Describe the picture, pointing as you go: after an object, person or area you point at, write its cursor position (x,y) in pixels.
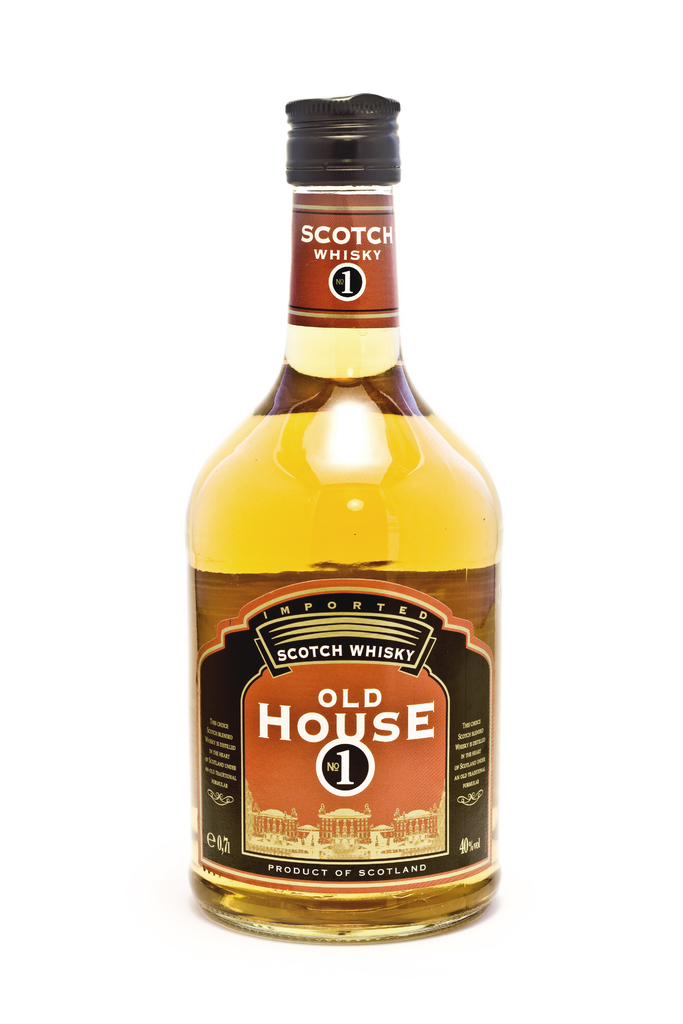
here we can see a whisky bottle (295,226) has whisky (344,546), and a label (301,666) on it.
